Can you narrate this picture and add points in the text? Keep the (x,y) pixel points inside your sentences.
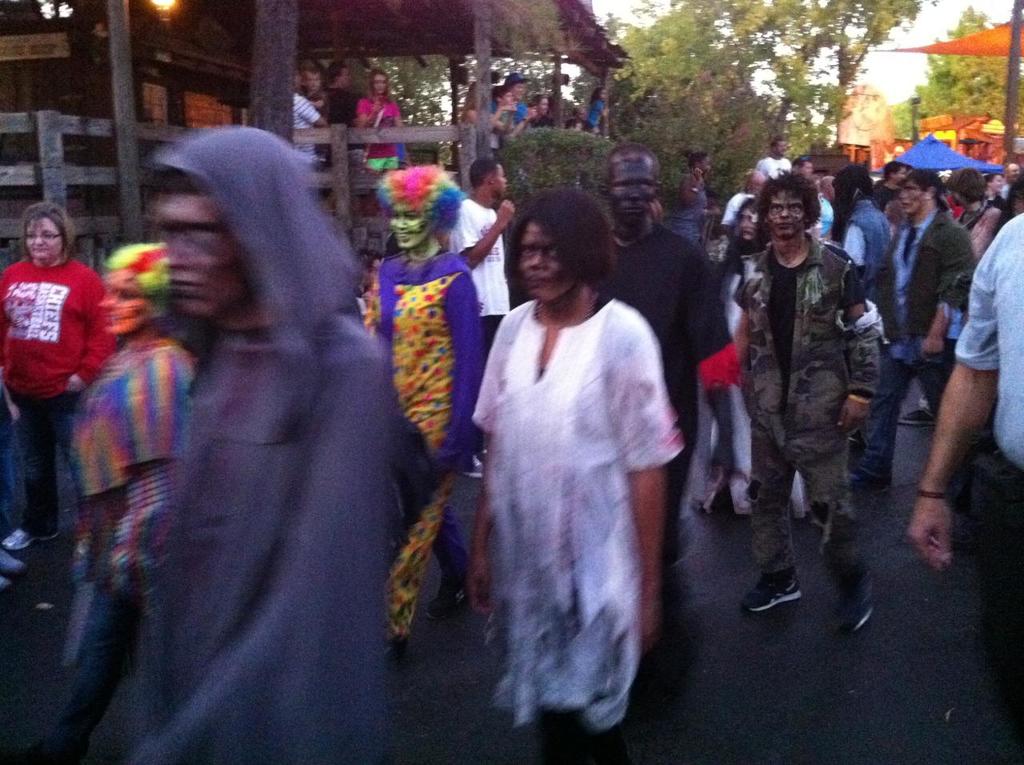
There are persons (174,302) in different color dresses (298,203), some of them are walking on the road (772,723). In the background (882,65), there are trees (952,59), a building (608,52) and clouds (627,11) in the sky (634,23).
